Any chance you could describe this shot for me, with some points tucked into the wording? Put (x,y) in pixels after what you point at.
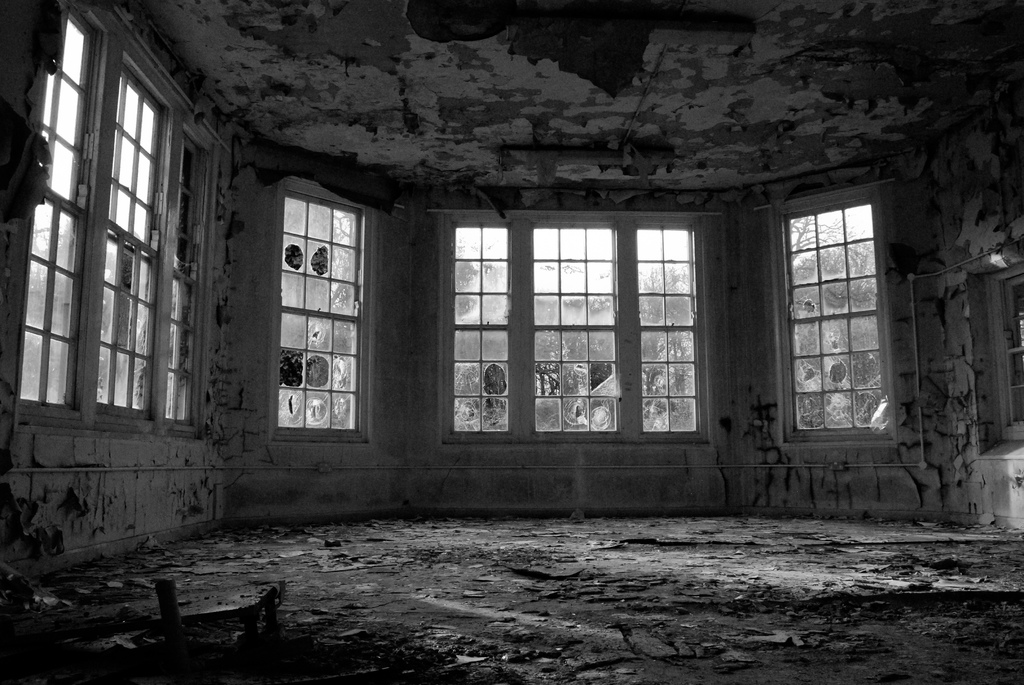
In this picture there are windows (653,389) in the center of the image (537,271), it seems to be an abandoned house (147,203).
